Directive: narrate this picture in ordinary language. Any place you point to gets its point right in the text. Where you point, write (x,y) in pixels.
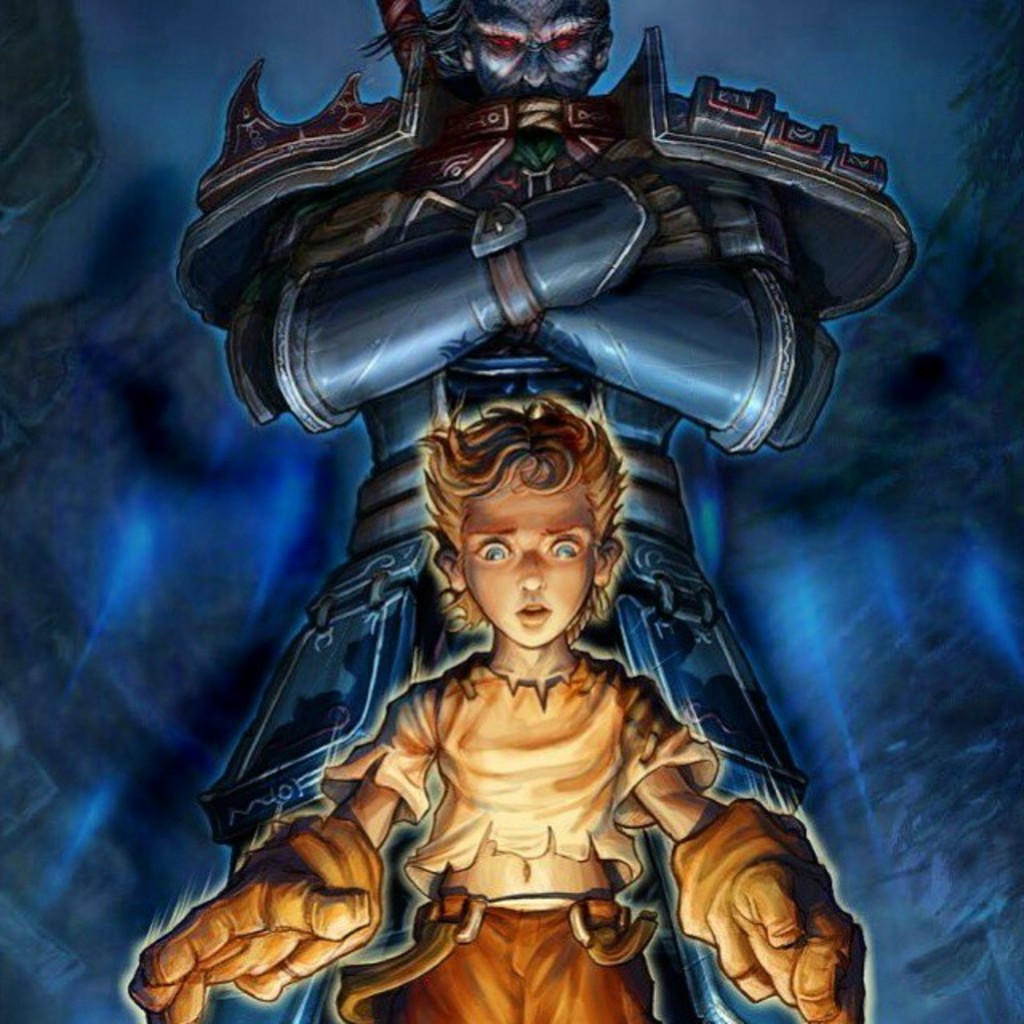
In this picture I can observe animations of a boy (506,547) and monster (439,216). The anime of the boy (496,909) is in brown color. The background (132,430) is in blue color.
